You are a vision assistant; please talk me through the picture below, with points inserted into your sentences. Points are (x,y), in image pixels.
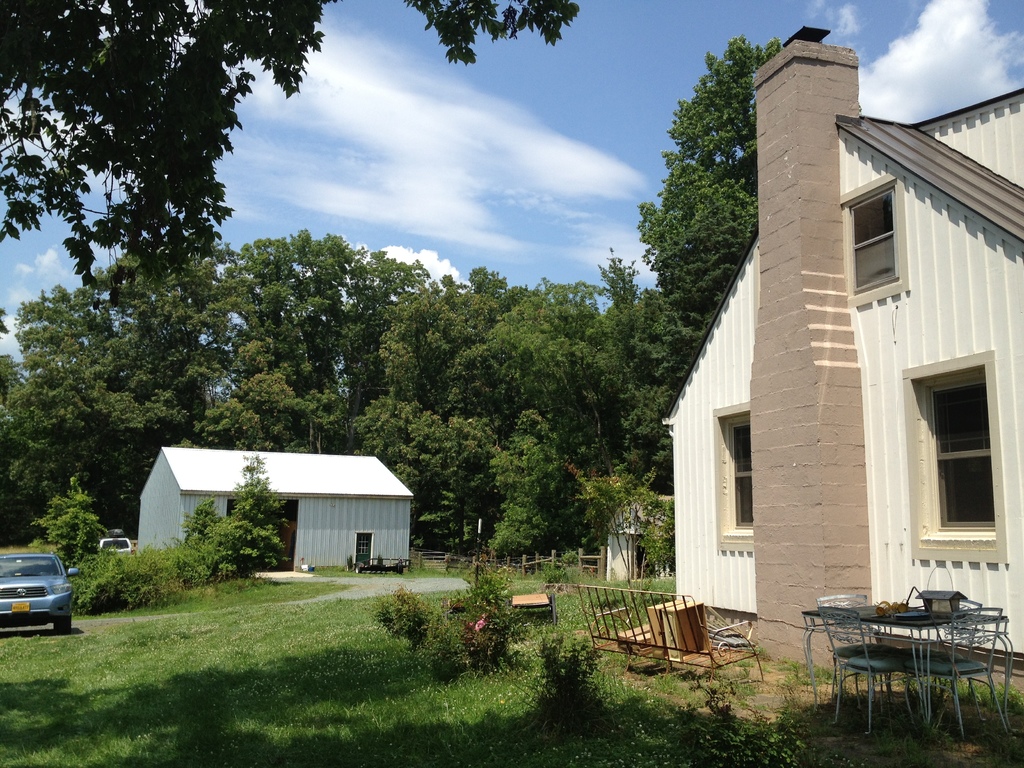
In this picture we can see grass (506,679), few chairs (865,645), table (817,619), plants (490,570) and few vehicles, in the background (438,525) we can find few houses (274,476), trees (526,360) and clouds (461,157).
